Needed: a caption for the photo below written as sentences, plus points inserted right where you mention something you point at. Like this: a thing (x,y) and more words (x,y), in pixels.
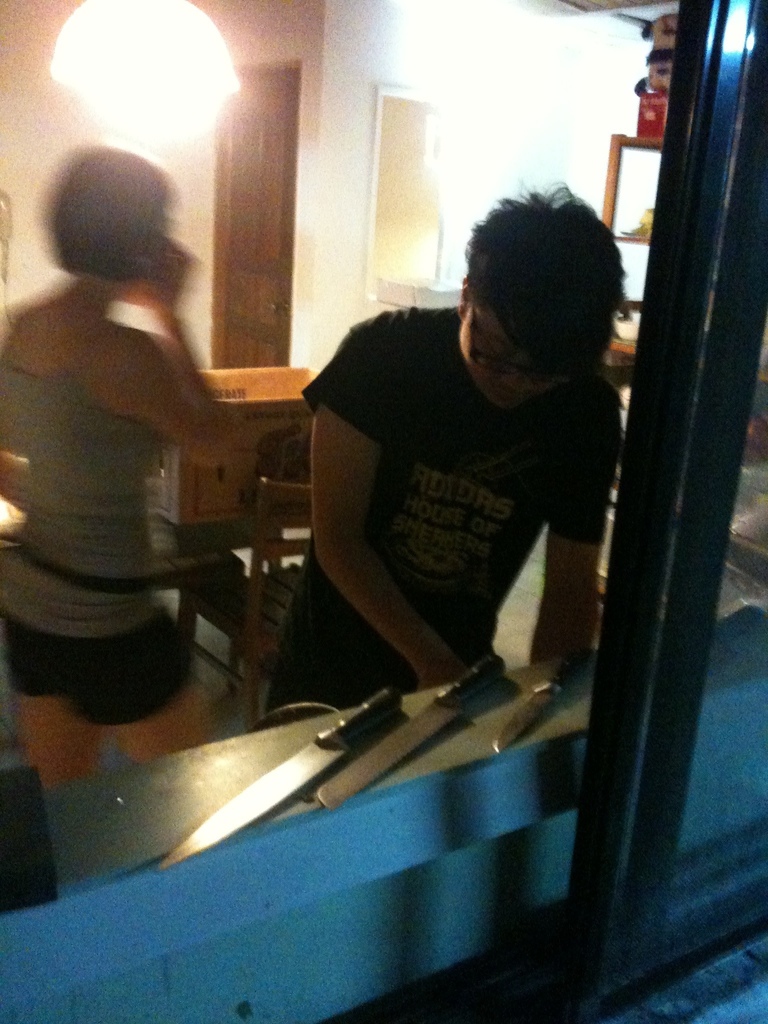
In this image I can see two people (102,354) standing. In-front of these people (142,694) I can see the knives (346,742). In the background (221,475) I can see the cardboard box (190,475), rack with some objects (648,214) and the lights (99,8). I can see the door (228,153) and the wall (208,159) in the back (208,159).
